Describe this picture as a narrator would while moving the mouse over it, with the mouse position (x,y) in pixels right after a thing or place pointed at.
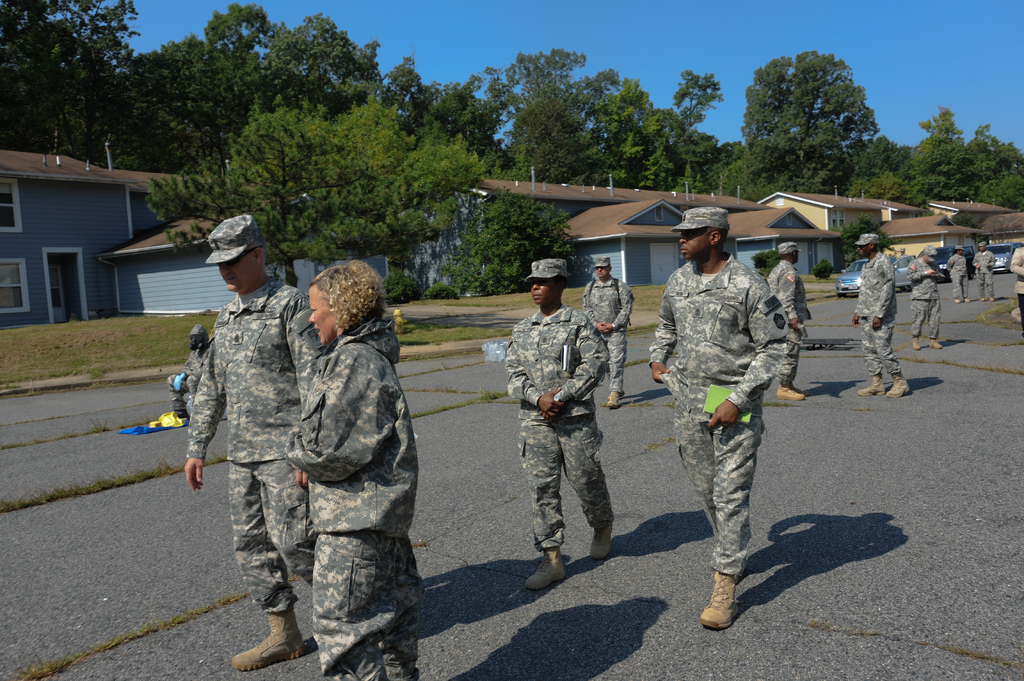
In this image we can see the military people (770,336). We can also see the houses (612,227), trees (1002,191) and also the vehicles (845,277). We can see the grass (492,334), road (108,600) and also the sky (1003,7).
